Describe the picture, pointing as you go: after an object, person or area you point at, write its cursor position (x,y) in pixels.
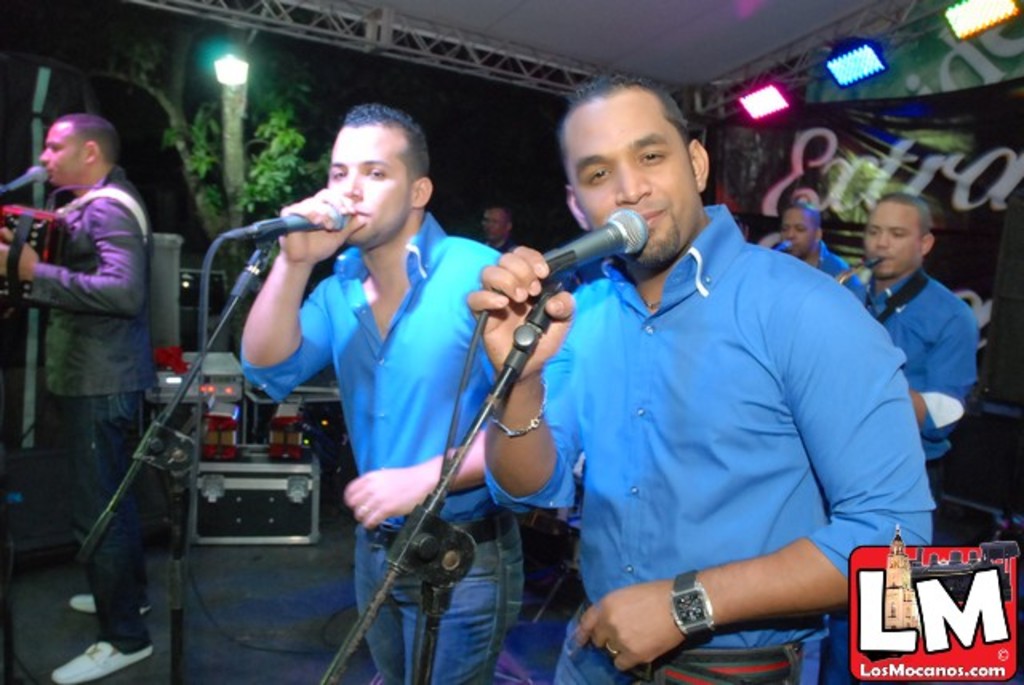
In the image in the center (650,379), we can see two persons (310,348) are standing and they are holding microphones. In the background (828,266), we can see a few people (841,265) are standing and holding some musical instruments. And there is a banner (845,188), lights (845,59) and some musical instruments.
